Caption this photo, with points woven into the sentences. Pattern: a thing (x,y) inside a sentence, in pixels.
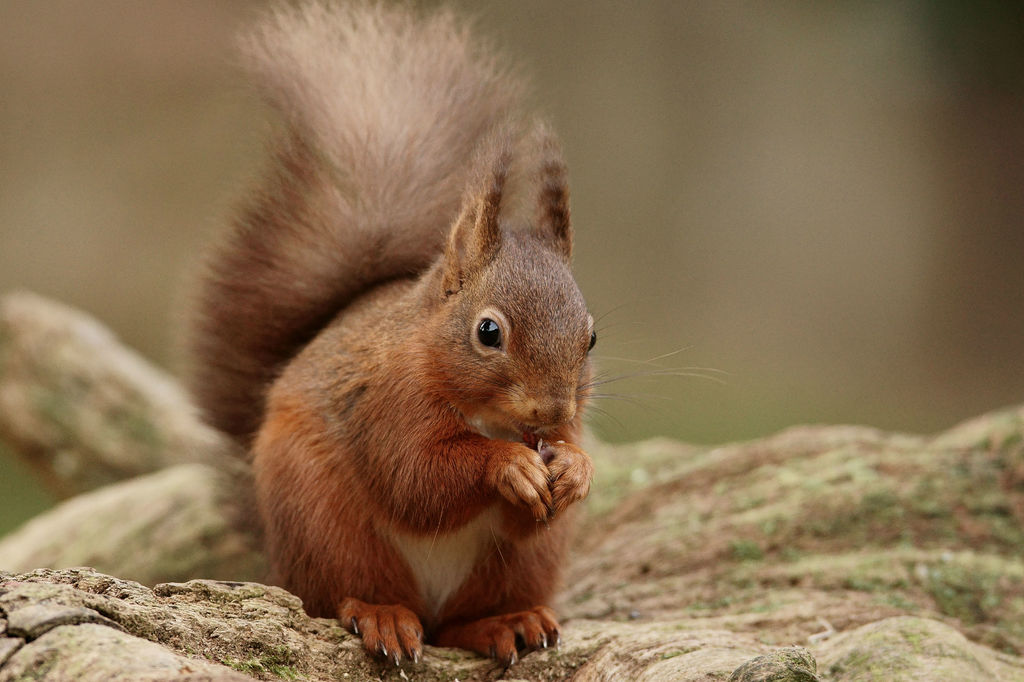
In this image, I can see a squirrel (406,541) standing on the rock surface (676,624). The background (616,127) looks blurry.
